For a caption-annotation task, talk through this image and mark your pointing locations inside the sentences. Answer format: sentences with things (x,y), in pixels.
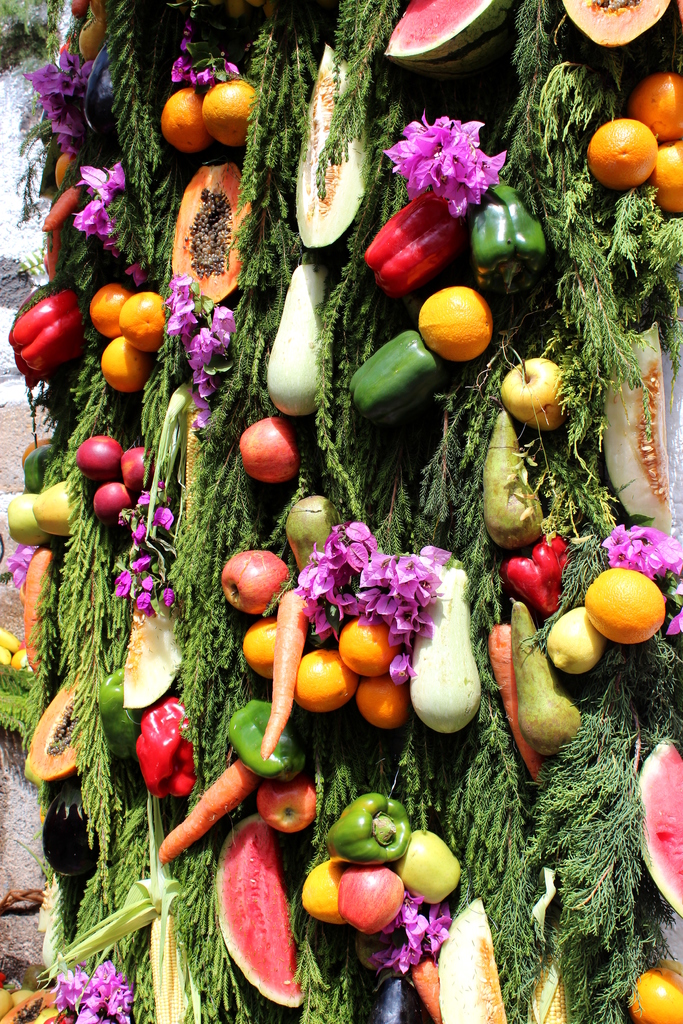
In this image I can see many vegetables (293,326) and fruits (472,331) like oranges (443,335), capsicum (383,379), apples (272,555), carrot (278,658), watermelon (245,927), papaya (221,260) and some other. Along with these I can see the leaves (102,711) and flowers (362,566). In the background (45,276) there is a wall (14,212).
